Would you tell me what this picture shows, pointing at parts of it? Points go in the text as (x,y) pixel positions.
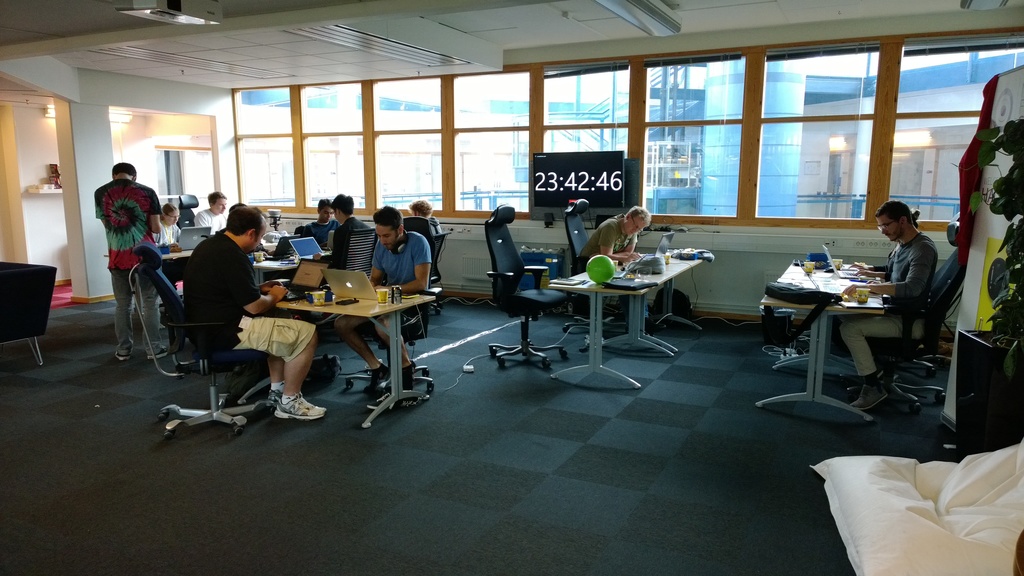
In this image there are group of people (270,337). there are laptops (348,290), cups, bags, on the table (340,307). At the back (556,188) there is a screen (544,183) and also window (767,141). At the right side (1016,311) there is a plant (1013,352), at the top (632,21) there is a light (628,6).
